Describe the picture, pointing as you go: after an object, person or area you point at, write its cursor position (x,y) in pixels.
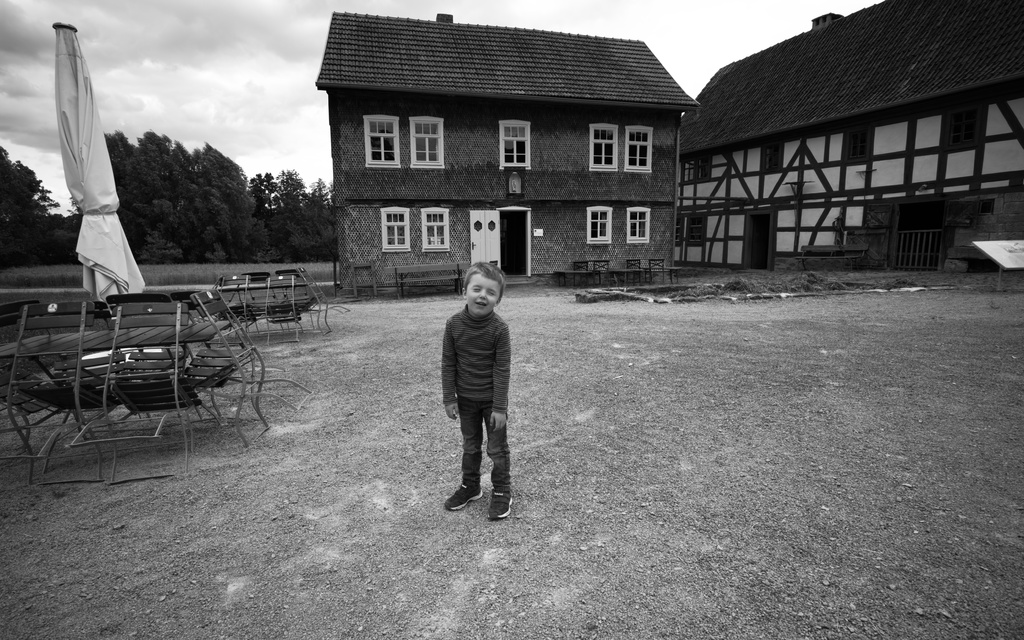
It is a black and white picture, there is a boy (451,345) standing on the ground (569,335) and beside him there are some tables (140,341) and chairs (240,297). In the background (520,120) there are two buildings (808,140) and behind the buildings (387,199) there are plenty of trees (192,203).
